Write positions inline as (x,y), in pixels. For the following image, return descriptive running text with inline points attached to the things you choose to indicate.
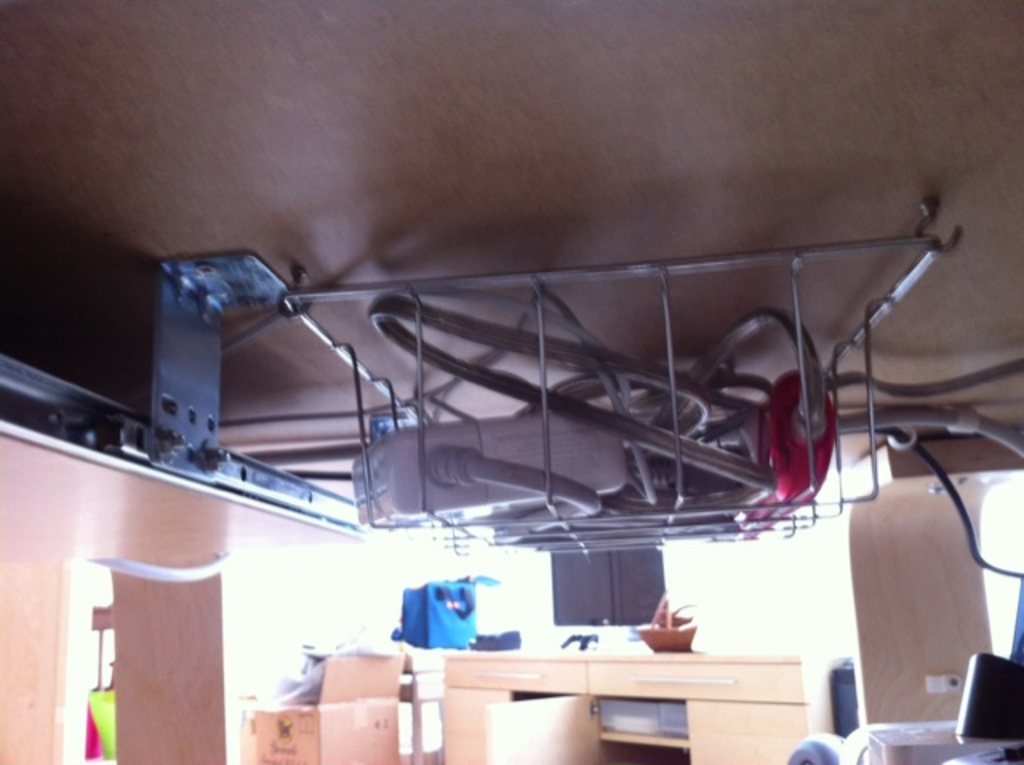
This is an inside picture of the room (317,719), in this image we can see some carton boxes (366,718), table (1004,333) and some other objects (462,614), at the top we can see an object (813,488), inside the object (645,416) there are some things (635,437), in the background (527,633) we can see the wall (273,555).
